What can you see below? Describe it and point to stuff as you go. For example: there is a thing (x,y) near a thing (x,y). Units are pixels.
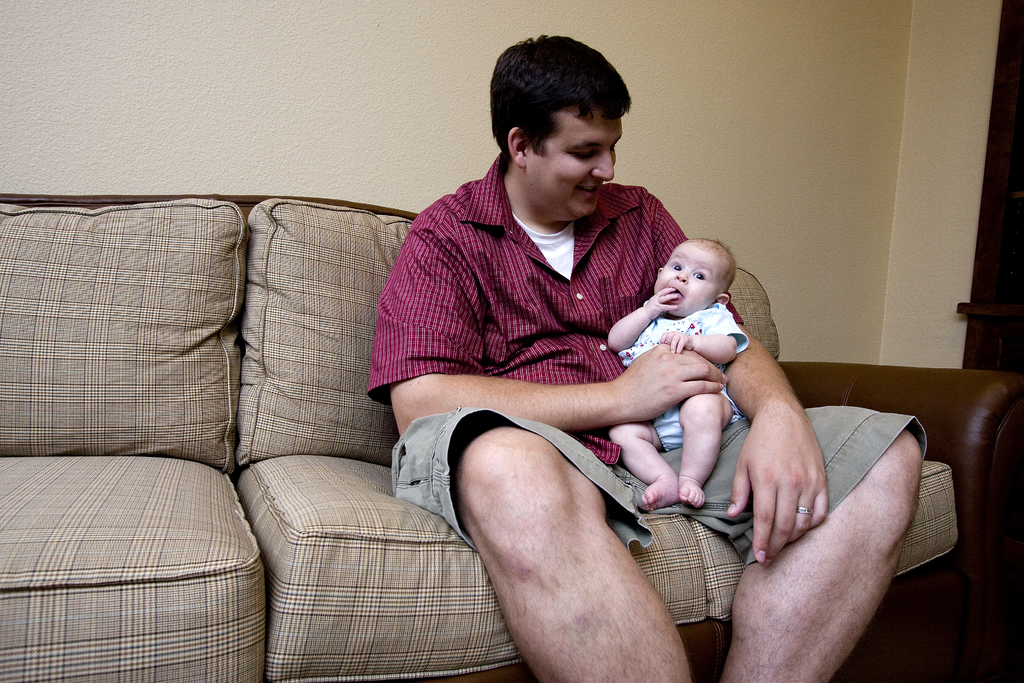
In this image, we can see a person (494,319) holding a baby (650,332) and sitting on the sofa (448,527) and in the background (785,111), there is a wall (739,137).
